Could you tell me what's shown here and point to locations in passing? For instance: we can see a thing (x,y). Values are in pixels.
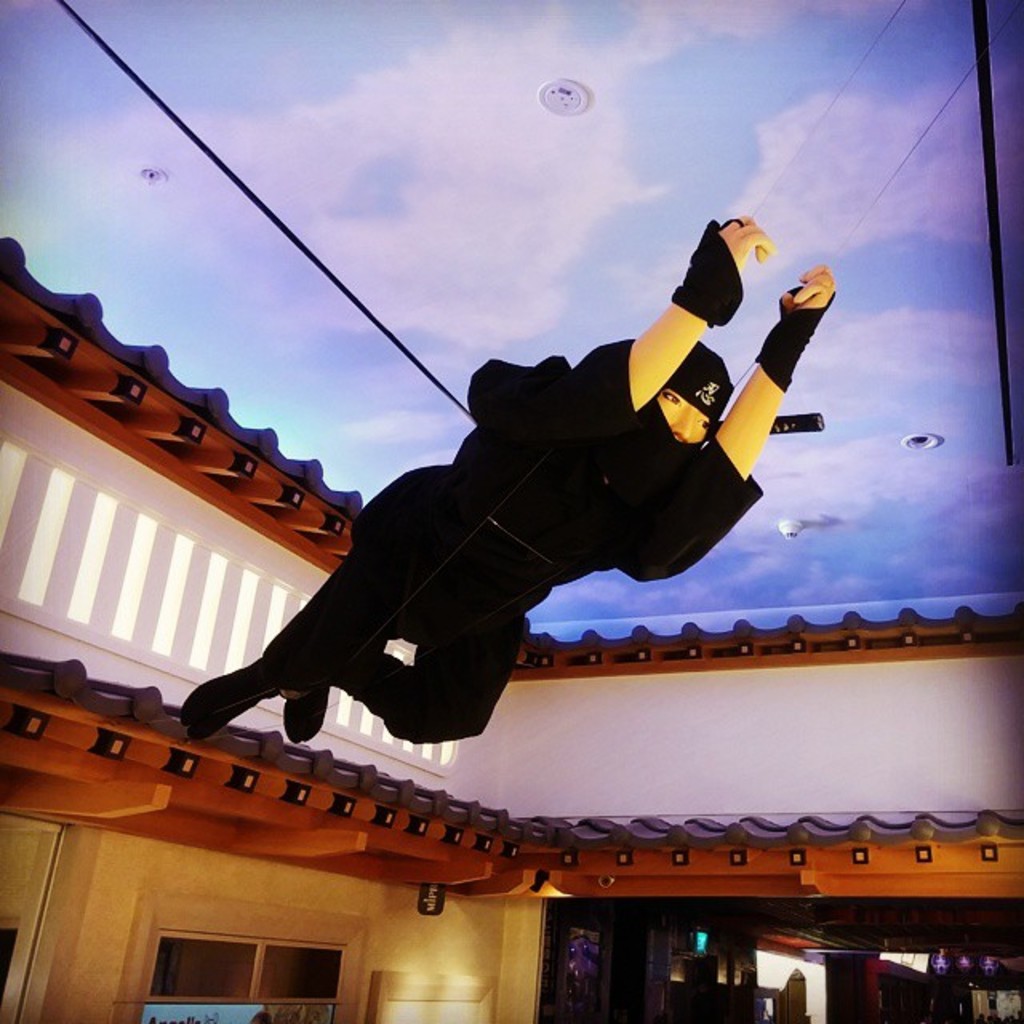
This image is taken indoors. At the top of the image (278,148) there is a roof (821,249) with paintings (830,492). In the background (404,844) there are a few walls (324,890). There are a few carvings (321,809) on the walls (421,759). There is a board (230,1009) with a text (182,1022) on it. In the middle of the image (492,446) there is a statue (541,471) of a human (485,423) tied with ropes (119,60).
